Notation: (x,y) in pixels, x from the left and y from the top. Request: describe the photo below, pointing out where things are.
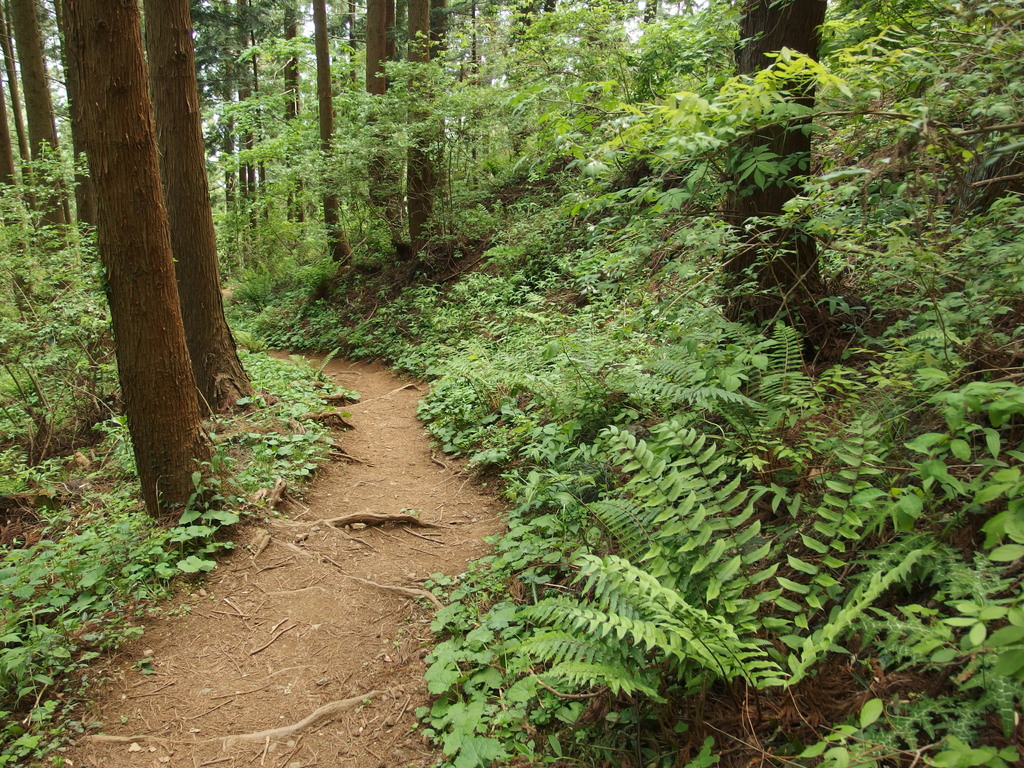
In this picture we can see a path (315,650), plants (463,373) and in the background (391,42) we can see trees (404,126).
